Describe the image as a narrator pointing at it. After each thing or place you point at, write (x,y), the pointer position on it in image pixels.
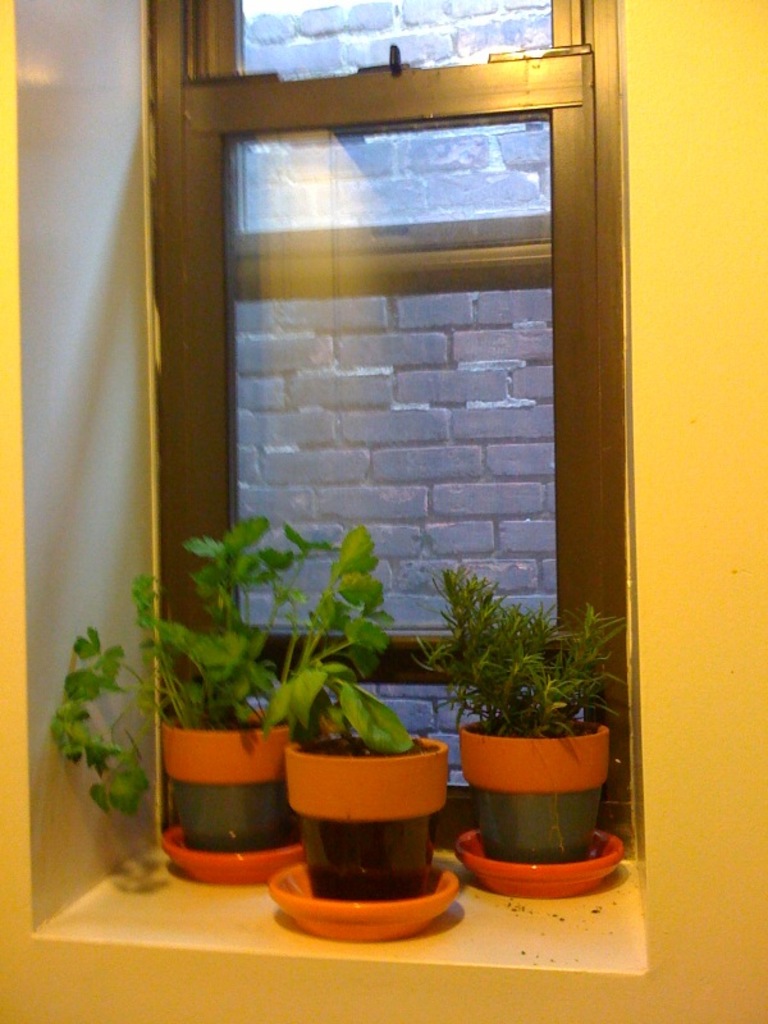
In this picture there are three plants (355,723) placed in plant pots (430,785) and there is a glass window (338,431) behind it and the wall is in yellow color.
